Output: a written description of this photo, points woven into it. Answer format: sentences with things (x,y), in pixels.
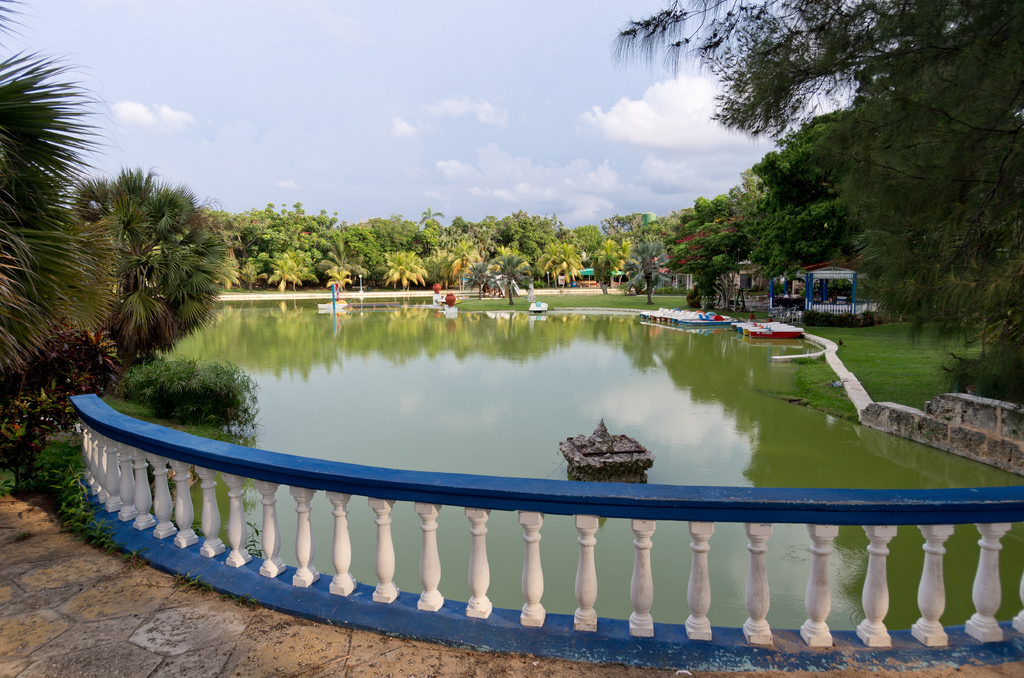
In this image I can see a water lake (623,381) and I can see fence (941,490) around the lake (458,392) and I can see trees (534,254) and the sky (535,147) visible in the middle (487,236).
